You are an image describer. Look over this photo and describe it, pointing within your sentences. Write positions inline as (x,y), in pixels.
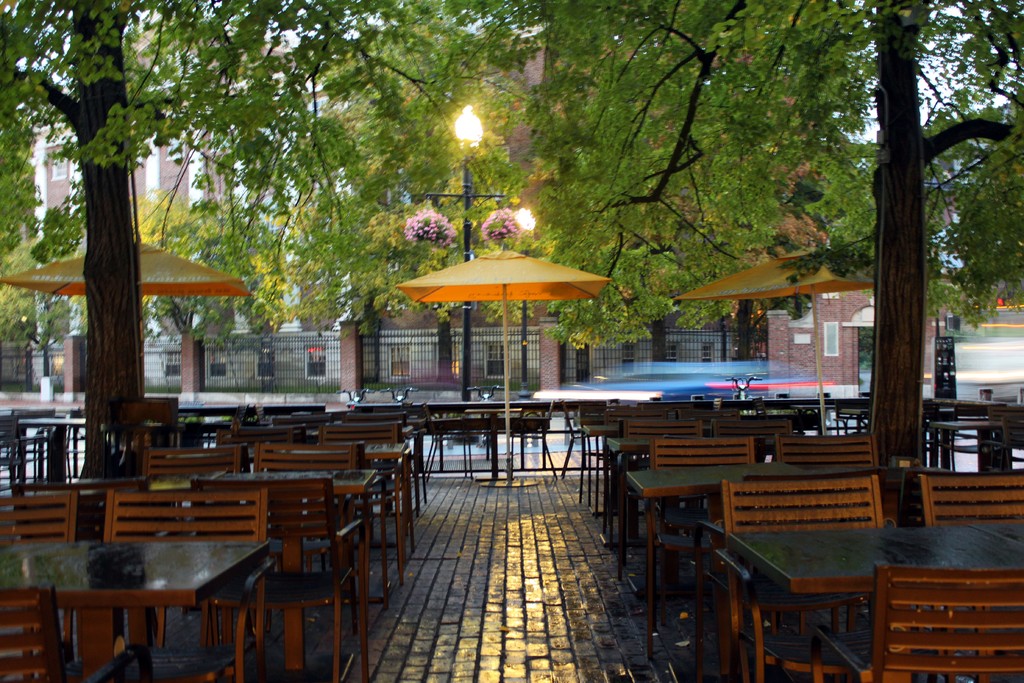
This image is taken outdoors. At the bottom of the image (510,623) there is a floor (509,554). In the background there is a building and there are many trees (306,204). There is a railing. There is a street light (472,134) and there are three umbrellas (469,272). In the middle of the image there are many empty tables (197,558) and chairs (157,500) on the floor (492,549) and there are two trees (130,227).
